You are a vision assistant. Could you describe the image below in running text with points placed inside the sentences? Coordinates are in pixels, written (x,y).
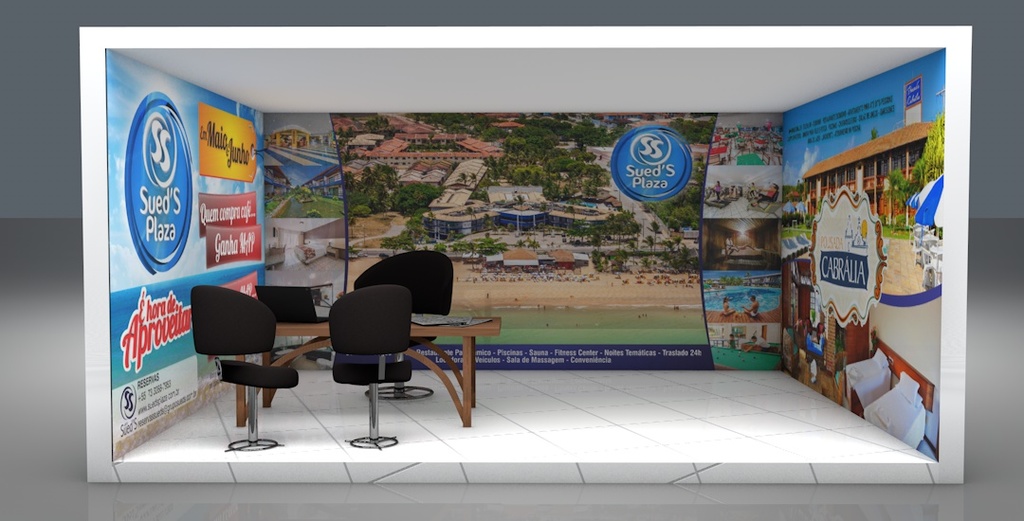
In this picture I can see the banner (367,210) in the background (235,211). I can see the chairs (253,323) and a table (286,331). I can see electronic device (298,321) on the left side (298,289).
